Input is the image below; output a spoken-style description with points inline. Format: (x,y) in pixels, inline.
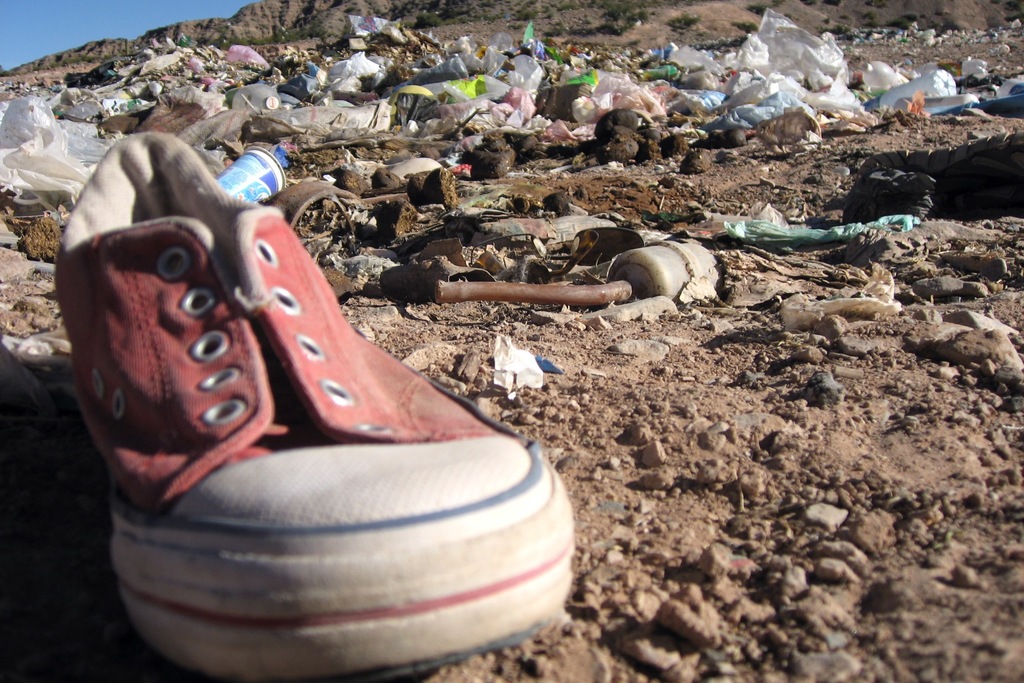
In this picture I can see covers (451,99), cup (260,173) and shoe (238,329) on the ground (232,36). It looks like trash (368,259) and I can see blue sky (135,30).
